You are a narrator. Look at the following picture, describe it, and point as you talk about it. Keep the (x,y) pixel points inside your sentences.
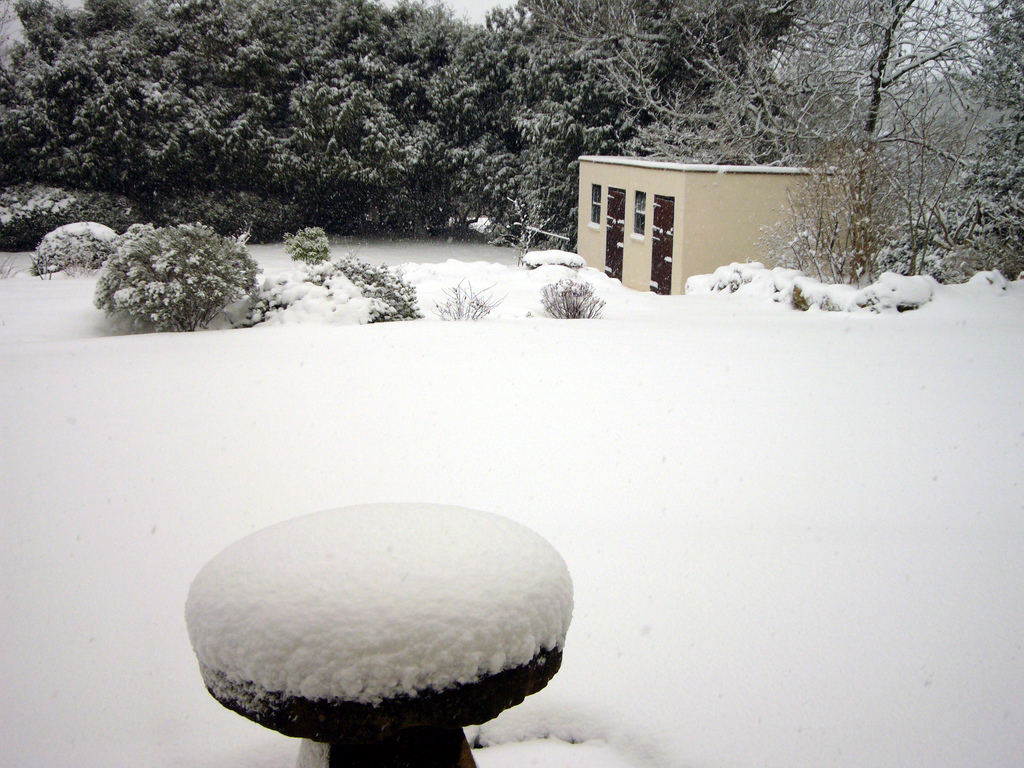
In this picture we can see snow (864,666) at the bottom (864,666), there are some plants (733,268) and a house (775,214) in the middle (357,279), in the background (604,120) we can see some trees (520,78).
